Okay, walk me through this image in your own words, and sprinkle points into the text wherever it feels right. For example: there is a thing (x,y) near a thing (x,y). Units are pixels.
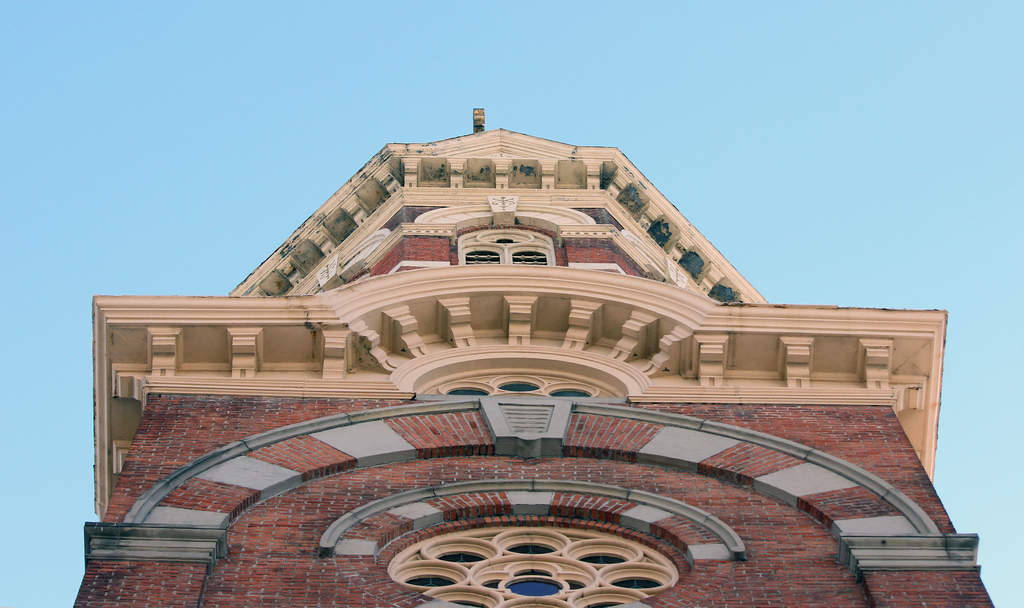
There is a building (678,418) in the foreground area of the image (589,372) and the sky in the background (191,295).
